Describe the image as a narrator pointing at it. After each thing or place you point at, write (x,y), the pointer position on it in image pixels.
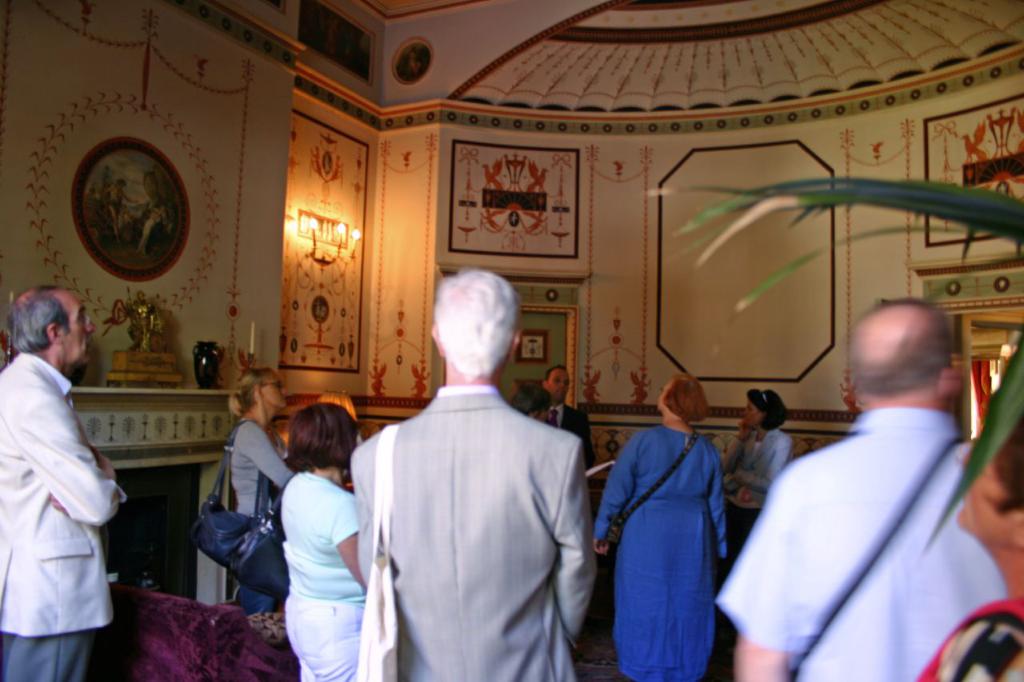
In this image I can see a group of people (331,486) and a sofa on the floor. In the background (172,265) I can see a wall (191,265), wall paintings (105,174), sculptures (152,349), vase (195,356) and a houseplant (774,276). This image is taken may be in a church (705,293).
